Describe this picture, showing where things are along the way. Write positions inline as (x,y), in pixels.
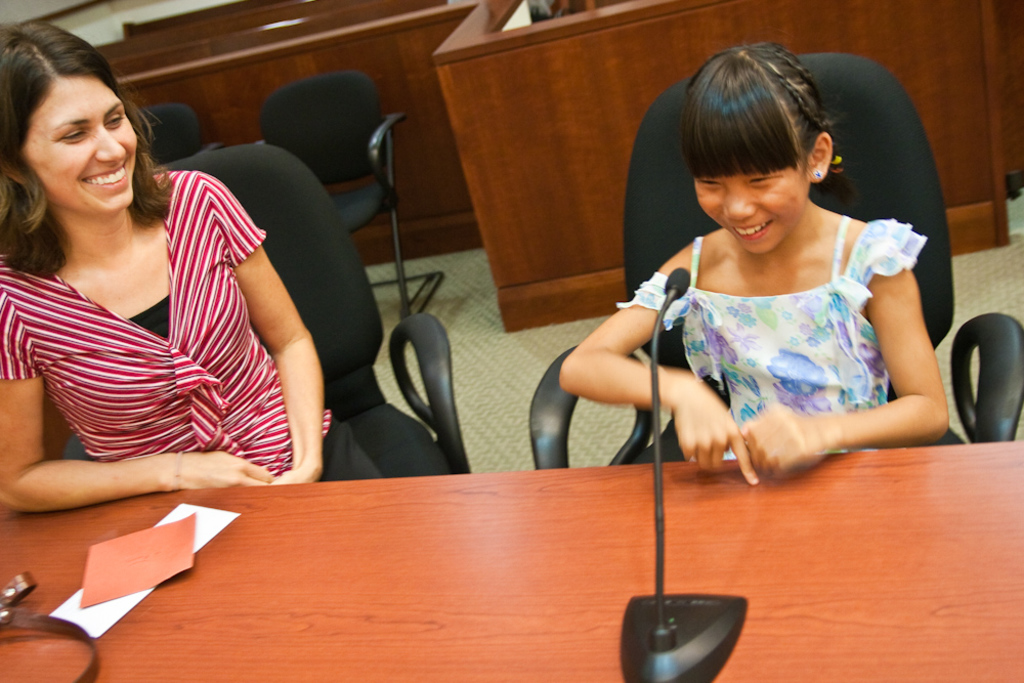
In this picture there is a woman (165,369) and a girl (696,260) sitting in the chairs (554,439) in front of a table (445,583) on which a mic (662,314) is present. There are some papers (163,562) on the table (462,602). Both of them were smiling. In the background (524,144) there is a empty chair (379,132) and a wooden railing (539,119) here.
